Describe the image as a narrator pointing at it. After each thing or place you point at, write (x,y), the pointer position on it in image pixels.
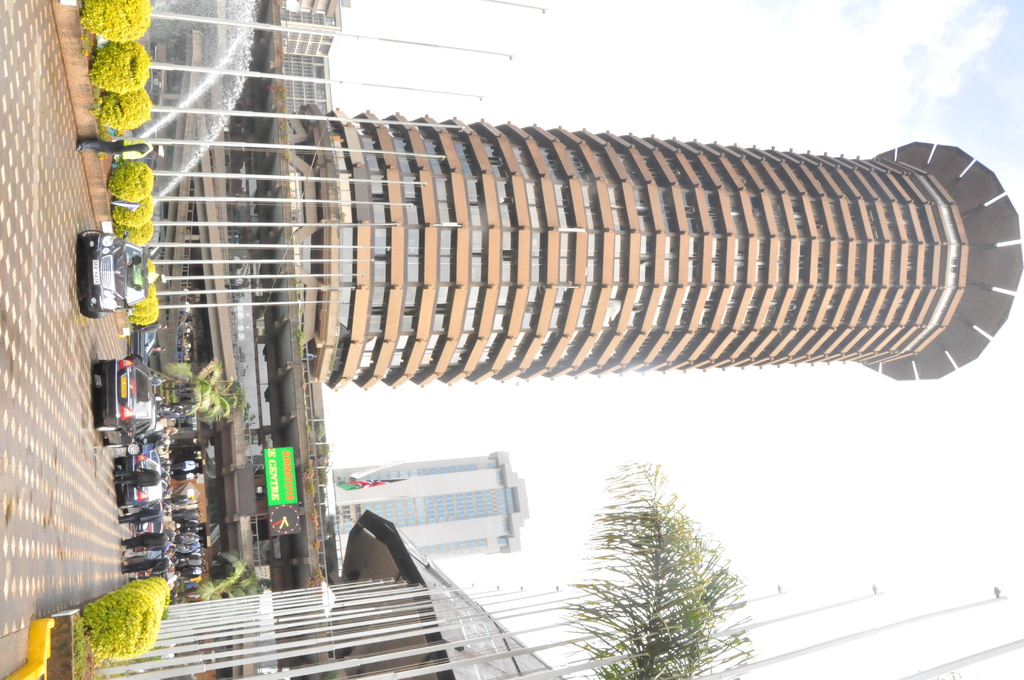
This image is taken outdoors. On the right side of the image (795,522) there is a sky (919,459) with clouds (871,121). On the left side of the image (56,272) there is a floor (26,316). In the middle of the image (529,382) there is a tower (621,280) and a skyscraper (412,521). There are a few buildings (276,173) with walls (319,108), windows (303,83), doors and roofs (976,229). There are a few stores (215,518) and a few boards (276,485) with text (287,492) on them. At the bottom of the image (158,607) there are a few plants (130,618) and trees (583,612) and a few cars (96,229) are parked on the ground (111,490) and a few people (186,559) are walking on the floor (36,292).
